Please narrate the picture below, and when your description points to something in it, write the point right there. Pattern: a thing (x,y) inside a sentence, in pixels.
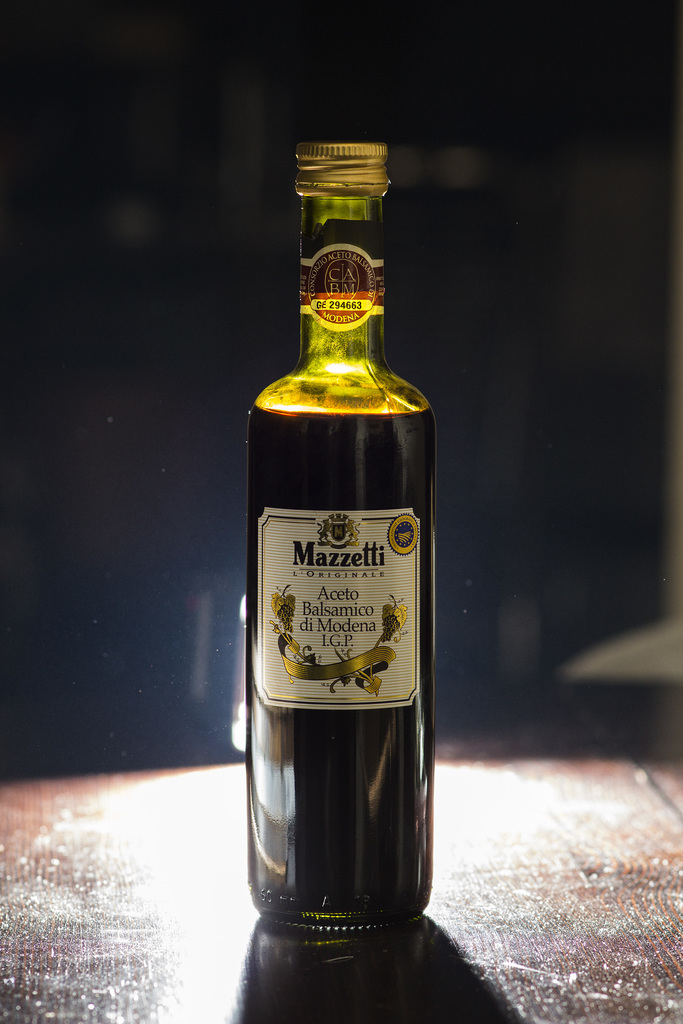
This image consists of a bottle (263,659). It has some liquid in it. It is placed on a table (502,917).
